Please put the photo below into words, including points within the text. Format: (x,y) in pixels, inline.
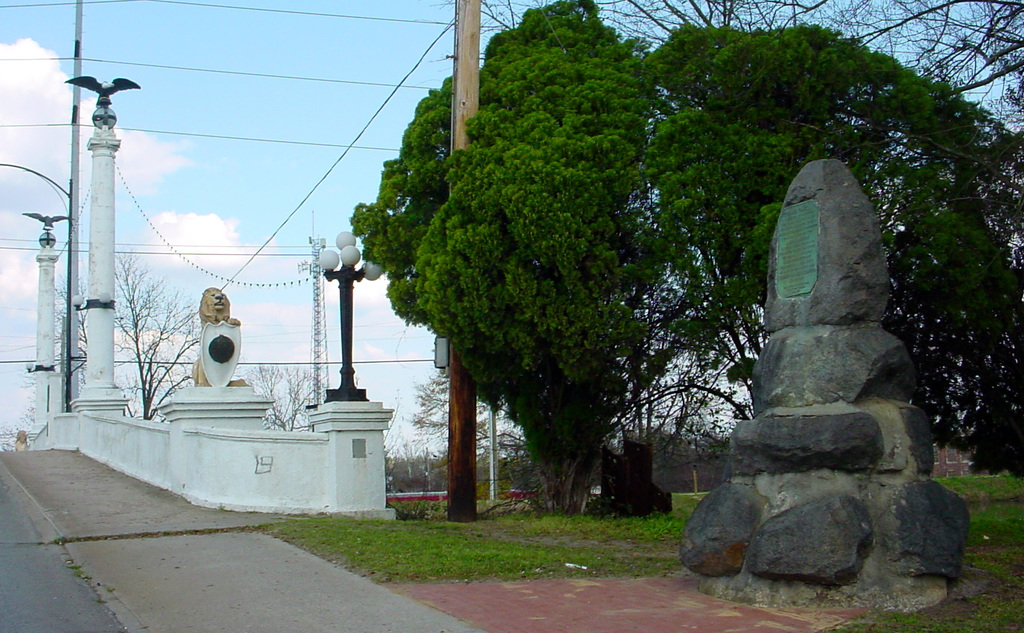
On the right side of the image (756,406) we can see one solid structure (856,480). On the solid structure (774,282), we can see one board (786,283). In the background (288,69), we can see the sky (268,109), clouds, trees (455,336), grass (505,515), poles (469,487), wires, pillars (381,463), one statue (240,351) and a few other objects (339,244).
